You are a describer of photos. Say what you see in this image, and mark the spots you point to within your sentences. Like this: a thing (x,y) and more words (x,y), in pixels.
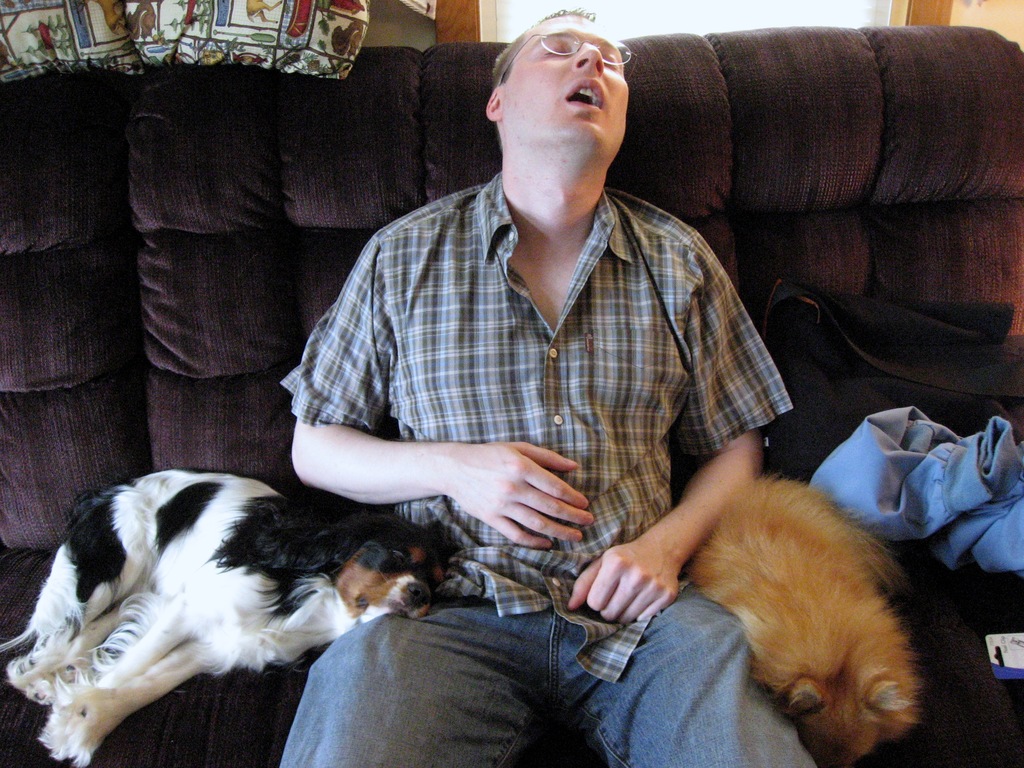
In this image I can see a man (547,438) is sitting on a couch (110,425) with two animals (426,550) beside him.
